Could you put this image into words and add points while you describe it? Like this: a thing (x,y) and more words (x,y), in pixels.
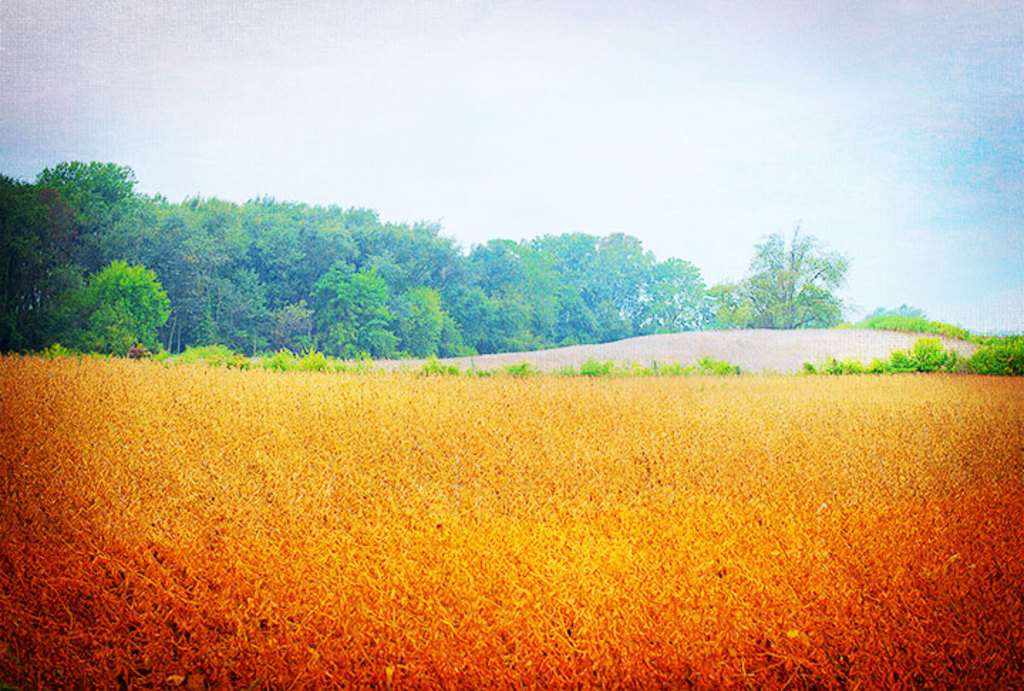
In this picture I can see some plants (278,536) and trees (117,335).
